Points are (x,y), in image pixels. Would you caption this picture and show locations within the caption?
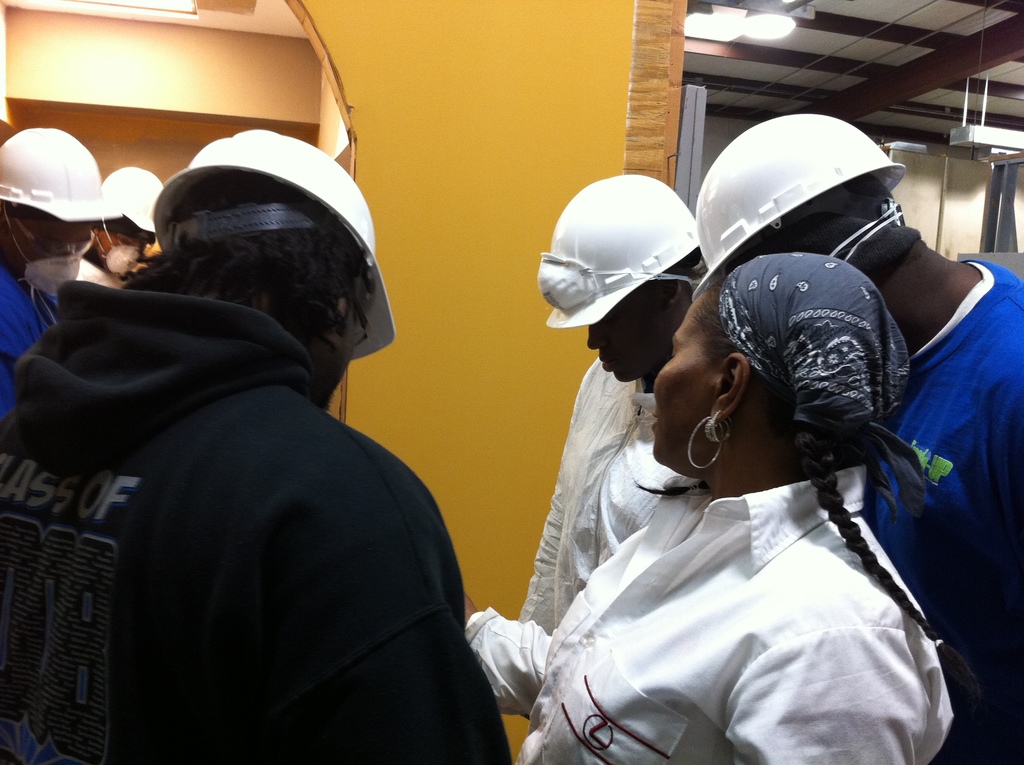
In this picture we can see some people (241,371) standing here, some of them wore helmets (213,210), in the background (412,107) there is a wall (446,119), we can see a light (718,25) here.
